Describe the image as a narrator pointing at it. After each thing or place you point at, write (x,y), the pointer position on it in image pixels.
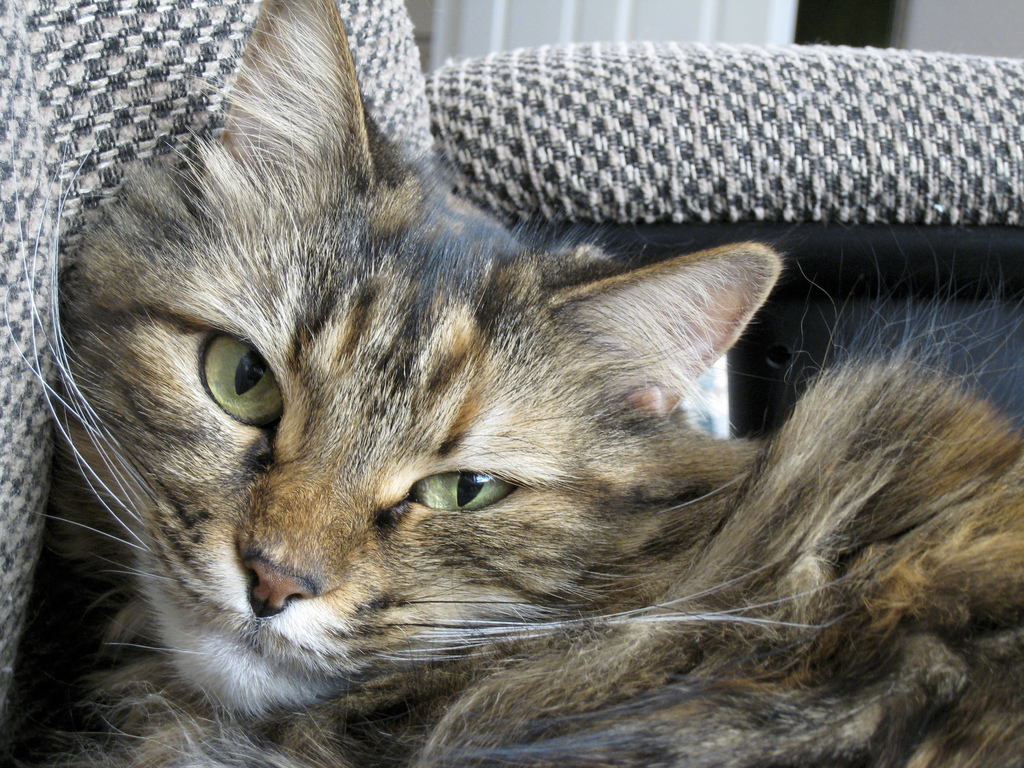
In this image in the front (593,544) there is a cat (569,566). In the background (429,84) there is a sofa (563,129) and there is a door (636,23) which is white in colour.
